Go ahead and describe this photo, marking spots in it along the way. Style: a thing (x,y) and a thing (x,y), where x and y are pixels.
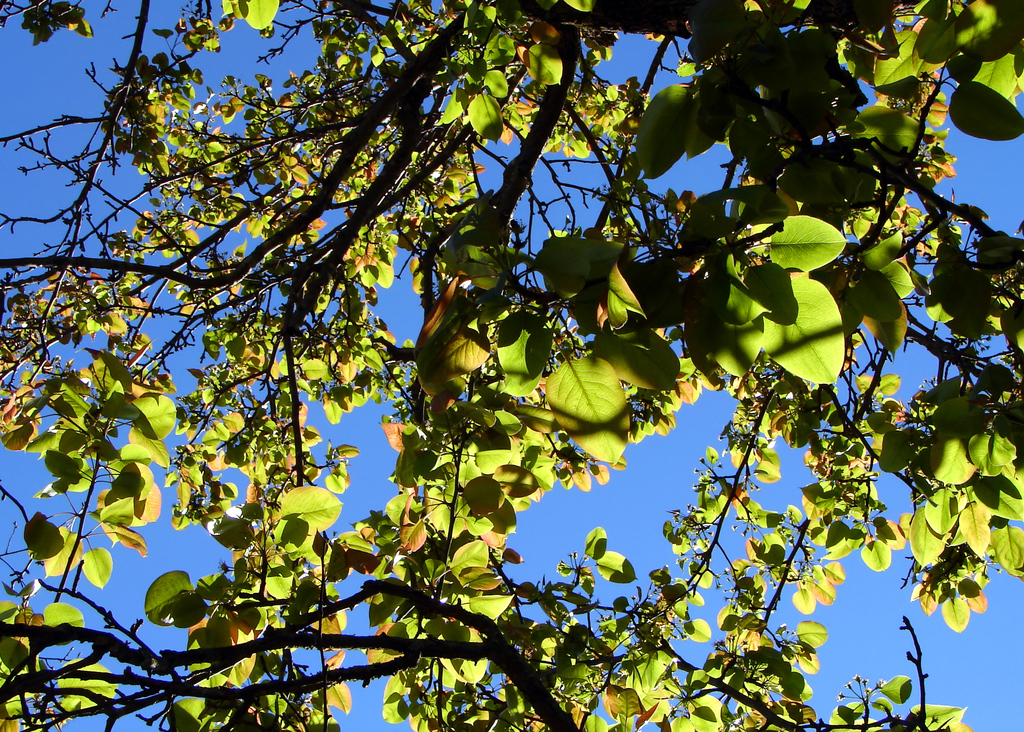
In the image there is a tree (619,332) visible and above its sky (778,607), there is sunlight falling on the tree (357,256).
